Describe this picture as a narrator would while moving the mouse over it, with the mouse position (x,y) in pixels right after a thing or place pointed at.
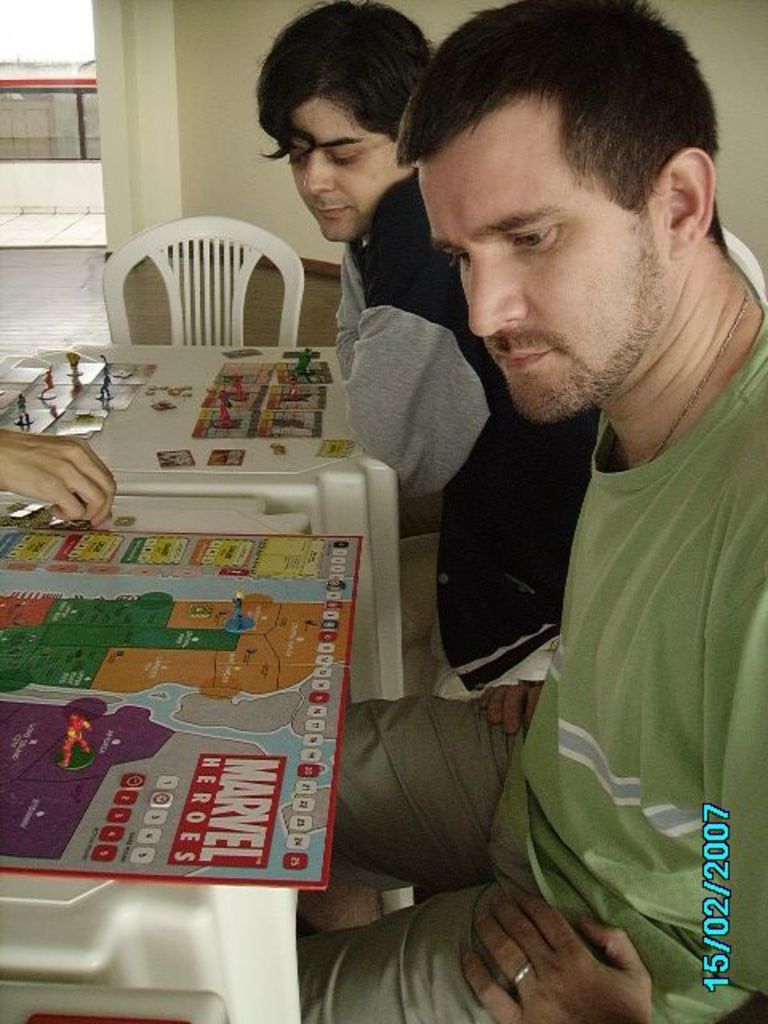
In this picture we can see two white tables (144,469) and a chair (220,305). On the table (204,385) we can see a game board (133,634) and some coins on it. These two men (474,437) are sitting on the chairs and staring on the game board (166,638). On the left side of the picture (65,507) we can see hand (78,499) of a person (68,469).
